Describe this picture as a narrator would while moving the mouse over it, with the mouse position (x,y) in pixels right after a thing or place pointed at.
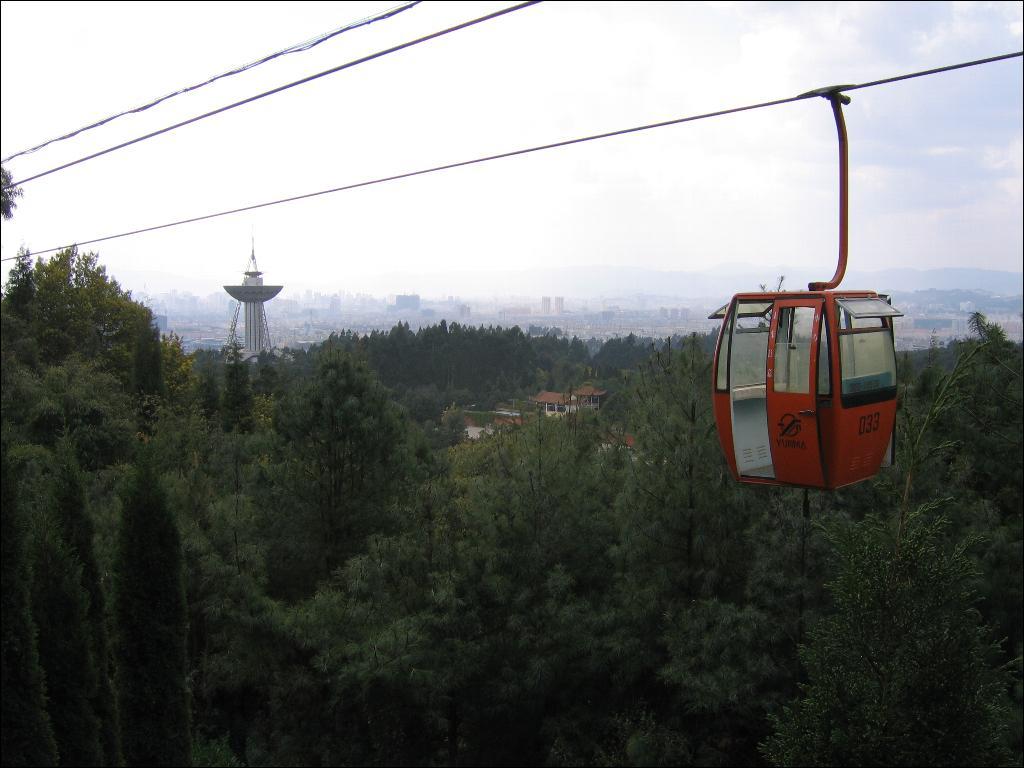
In the foreground of this image (803,357), there is a cable car (790,374) moving. In the background (162,320), we see trees (555,531), buildings (574,397), tower (248,295), city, the sky (587,62) and the cloud (486,134).
